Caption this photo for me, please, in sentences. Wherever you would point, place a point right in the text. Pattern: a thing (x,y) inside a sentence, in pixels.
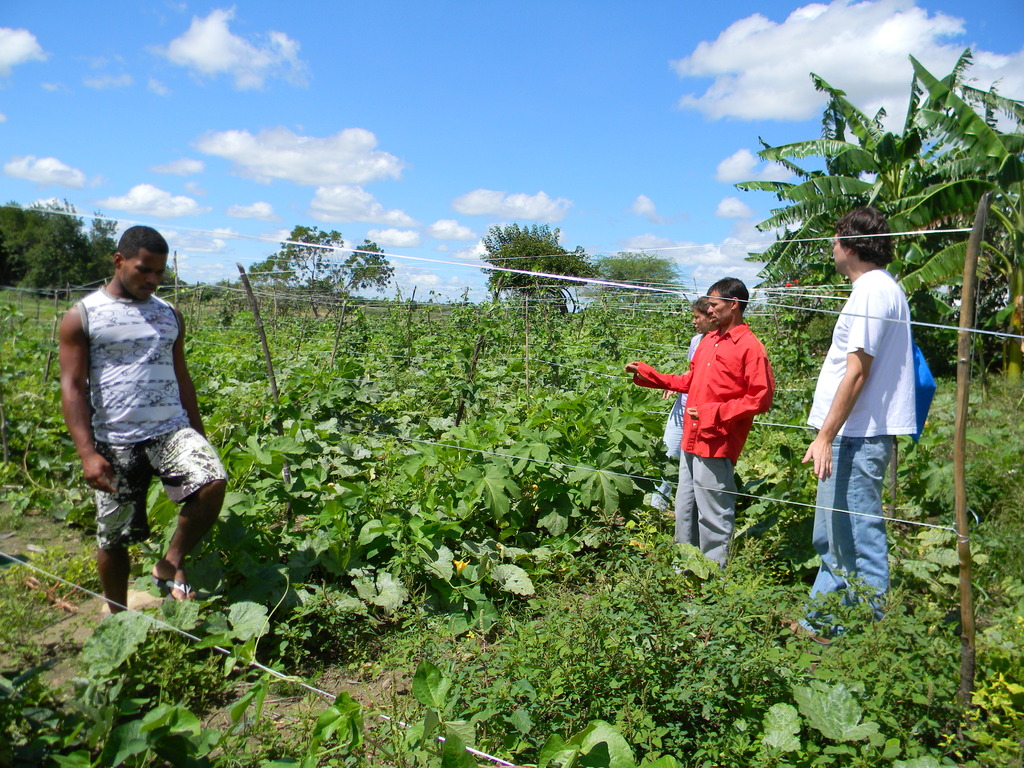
In this image I can see few people (714,449) standing. We can see trees (748,181) and green leaves (482,377). The sky (374,142) is in blue and white color. I can see wires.
